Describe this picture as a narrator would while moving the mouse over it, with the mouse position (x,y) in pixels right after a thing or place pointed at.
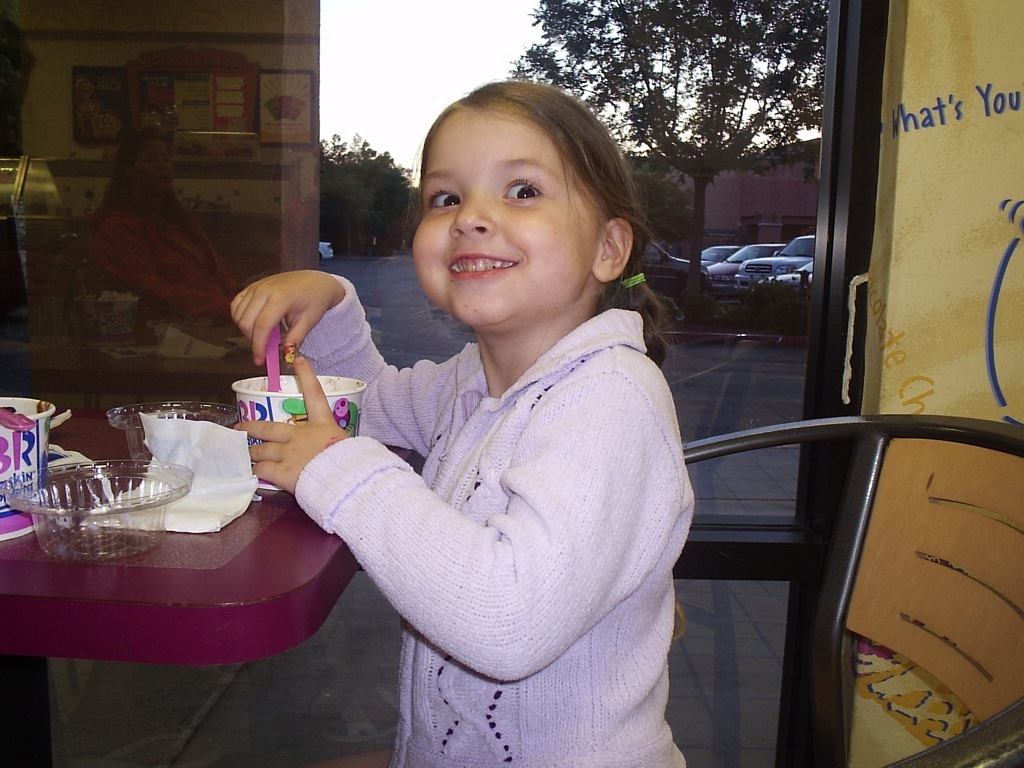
In this picture there is a kid (535,473) sitting in chair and holding a ice cream cup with one of her hand (289,459) and a spoon (271,354) in her another hand (264,341) which is placed on the table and there are some other objects (141,457) placed beside it and there is a glass window (729,254) behind her which has few vehicles (707,270) and trees (740,156) in the background (693,171).
